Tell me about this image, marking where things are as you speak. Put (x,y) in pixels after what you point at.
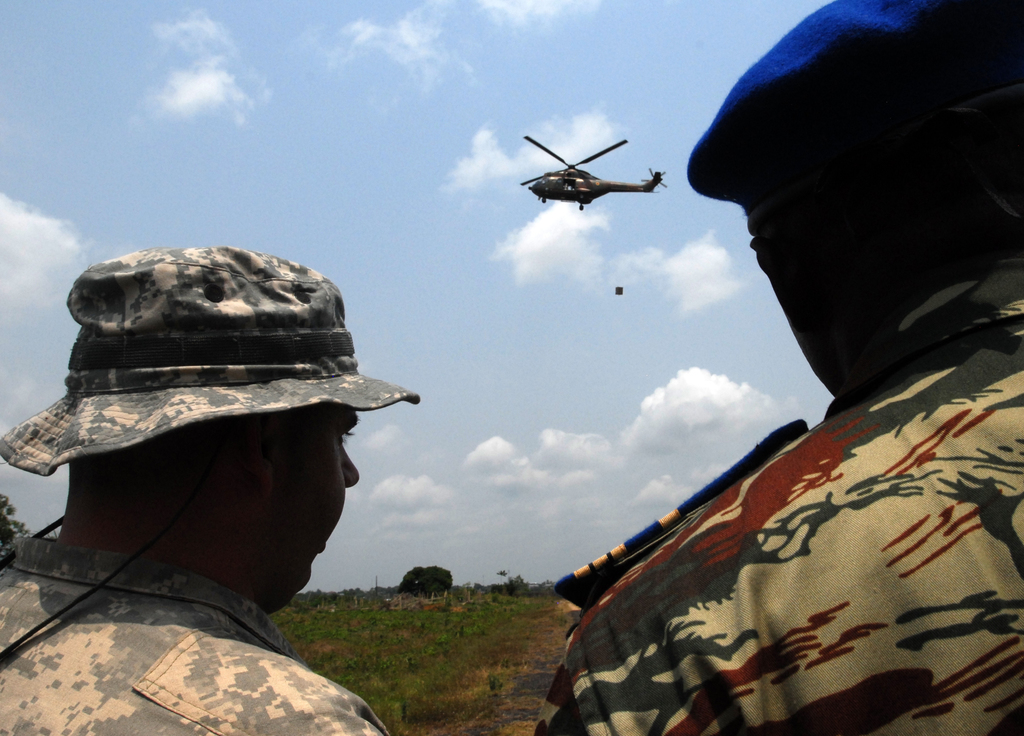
In this image in the foreground (859,293) there are two persons (260,450) who are wearing hats (695,186), and at the top (580,193) there is helicopter (588,182) and in the center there is some grass (502,627) and walkway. And in the background (436,580) there are some trees (2,542), at the top of the image (466,143) there is sky (559,295).
